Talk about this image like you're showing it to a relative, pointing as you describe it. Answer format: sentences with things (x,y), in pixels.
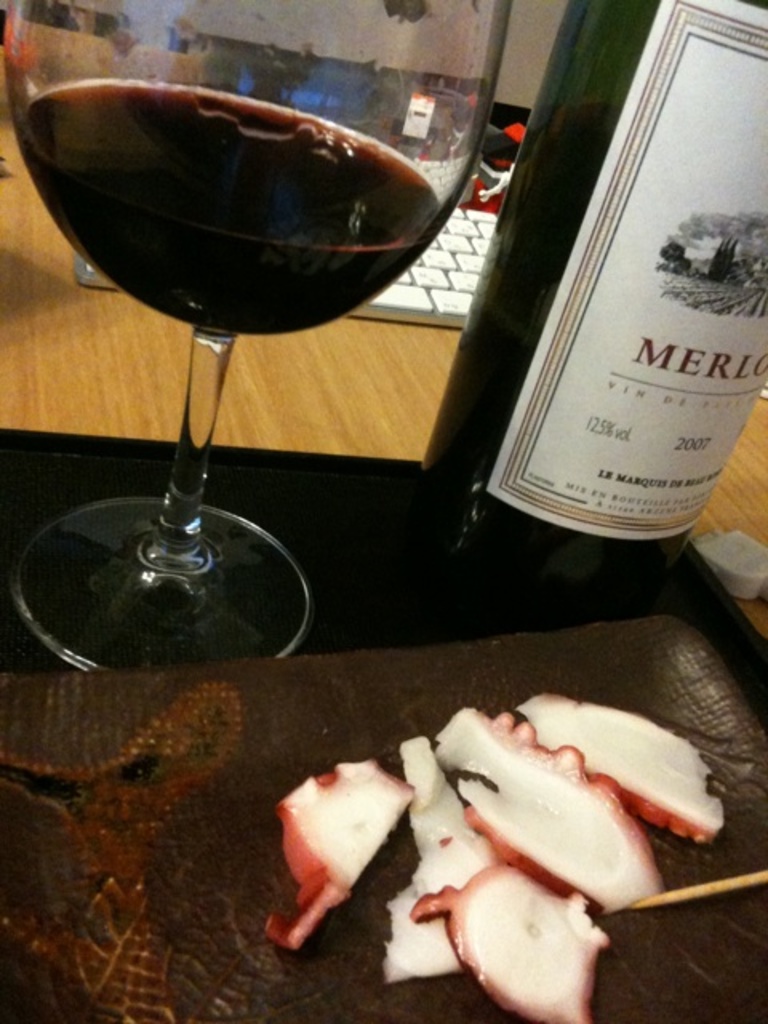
In this picture we can see some food (620,830) on a brown surface (378,913). There is a liquid (126,279) visible in the glass (206,119). We can see a label (632,426) on the bottle (596,489). There is a keyboard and other objects (497,140) are visible on a wooden table (4,412).
